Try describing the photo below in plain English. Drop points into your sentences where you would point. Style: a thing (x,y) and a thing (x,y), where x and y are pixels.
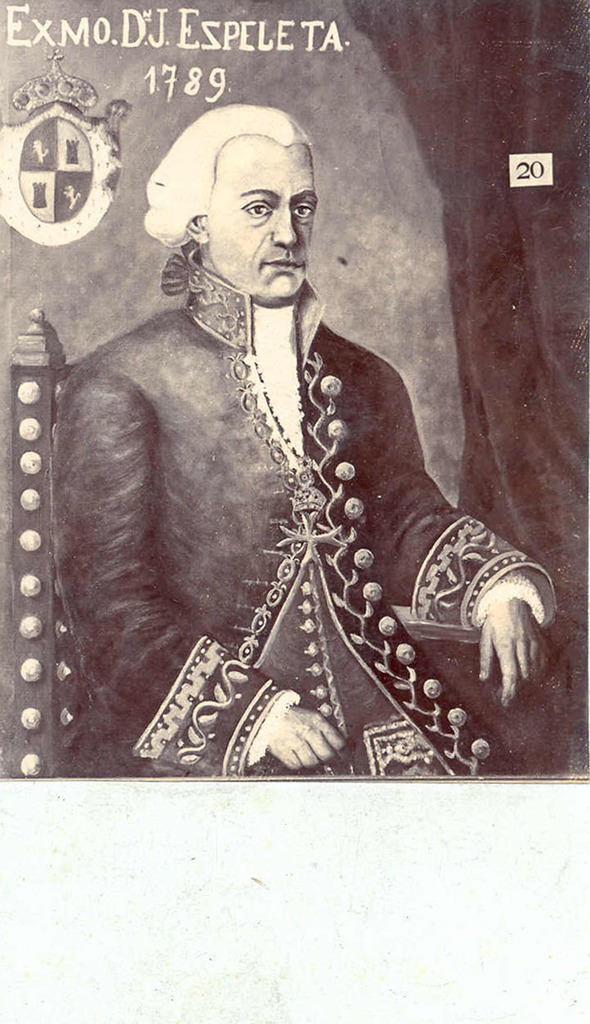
In the foreground of this poster, there is a painting (260,668) of a man (128,688) sitting on the chair (61,708). On the right (533,249), there is curtain (511,343) and an object (35,93) is on the wall (366,130). On the top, there is some text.
